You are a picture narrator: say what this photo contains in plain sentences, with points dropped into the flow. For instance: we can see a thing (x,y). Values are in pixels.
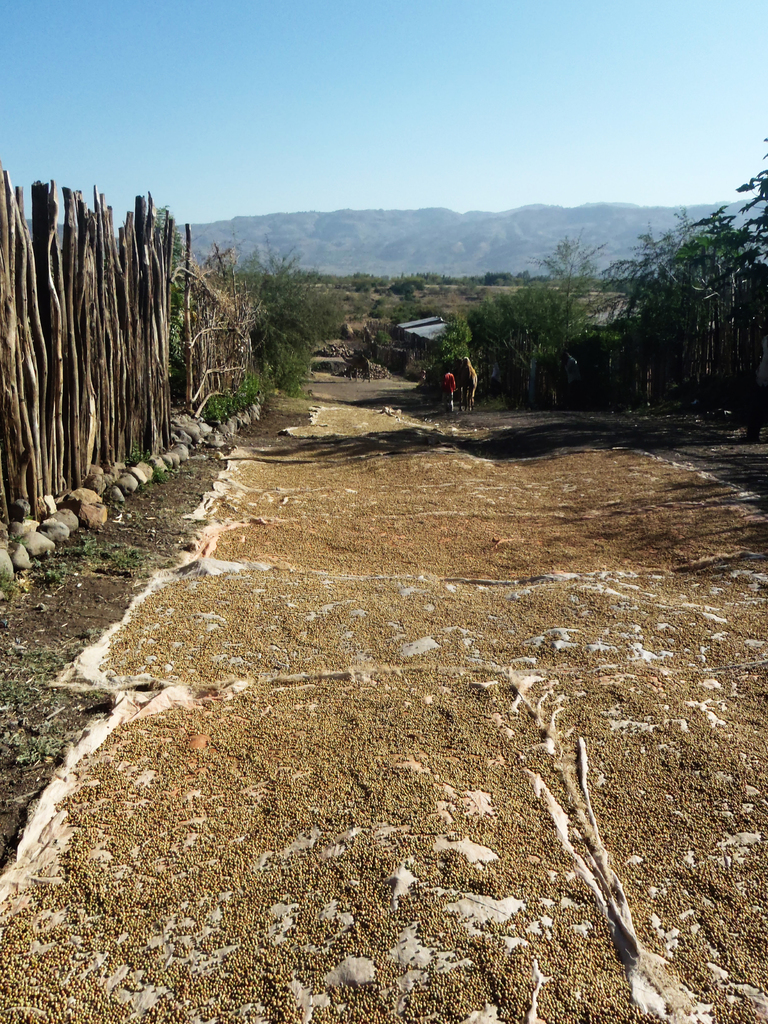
In this image we can see walkway (436,393) on which there are some things (371,749) are placed on the surface (288,656) and in the background of the image (536,256) there are some trees (297,336), mountains (357,256) and clear sky (300,27).
